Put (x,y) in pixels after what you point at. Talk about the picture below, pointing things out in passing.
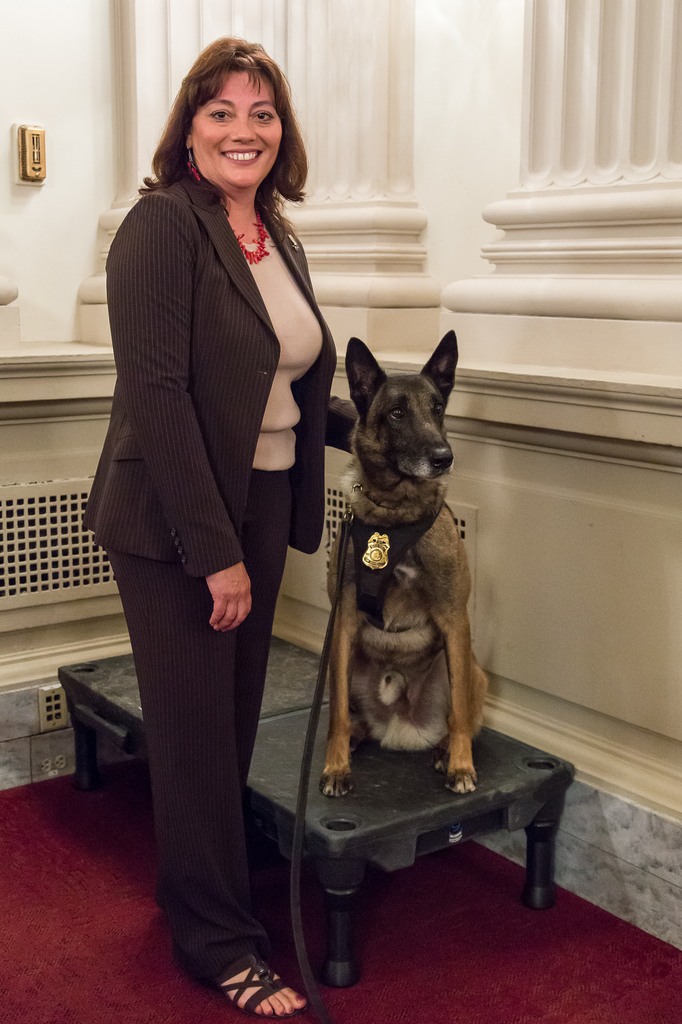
A woman (116,286) is standing in the middle (400,429) by holding a dog (426,441). She is smiling behind her there is a wall (340,164).
